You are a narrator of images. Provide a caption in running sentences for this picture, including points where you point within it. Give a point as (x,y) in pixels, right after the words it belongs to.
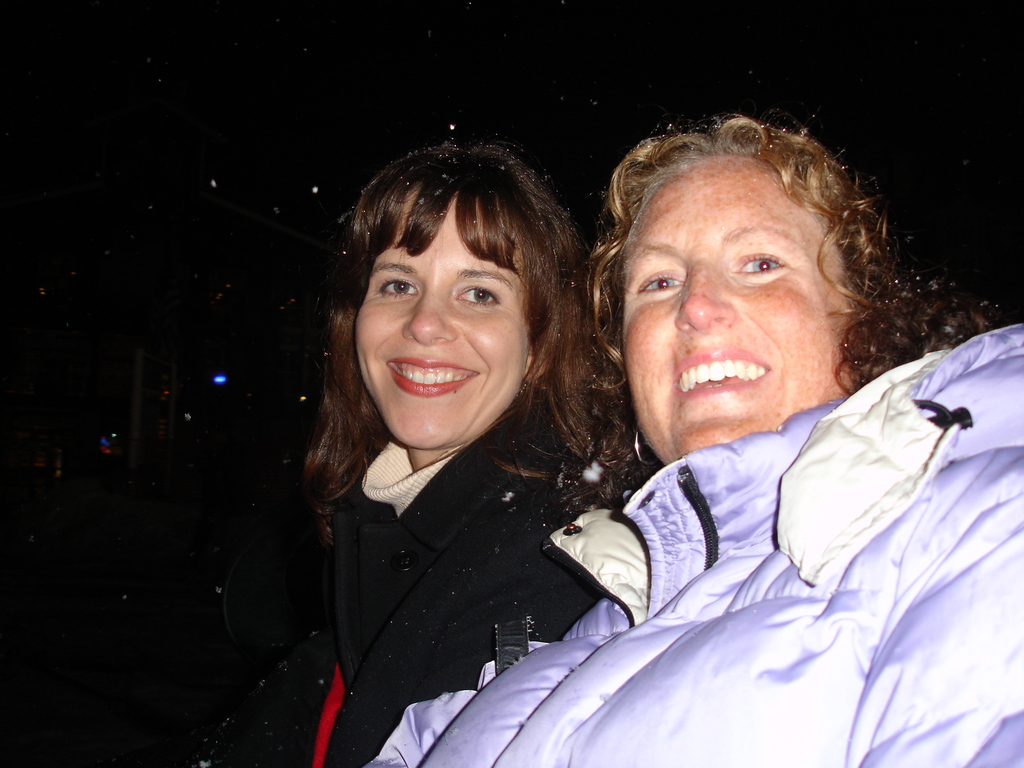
In this image I can see a woman (417,452) wearing black colored dress (479,642) and another person (760,621) wearing jacket (778,662) are smiling and I can see the dark background (567,11).
